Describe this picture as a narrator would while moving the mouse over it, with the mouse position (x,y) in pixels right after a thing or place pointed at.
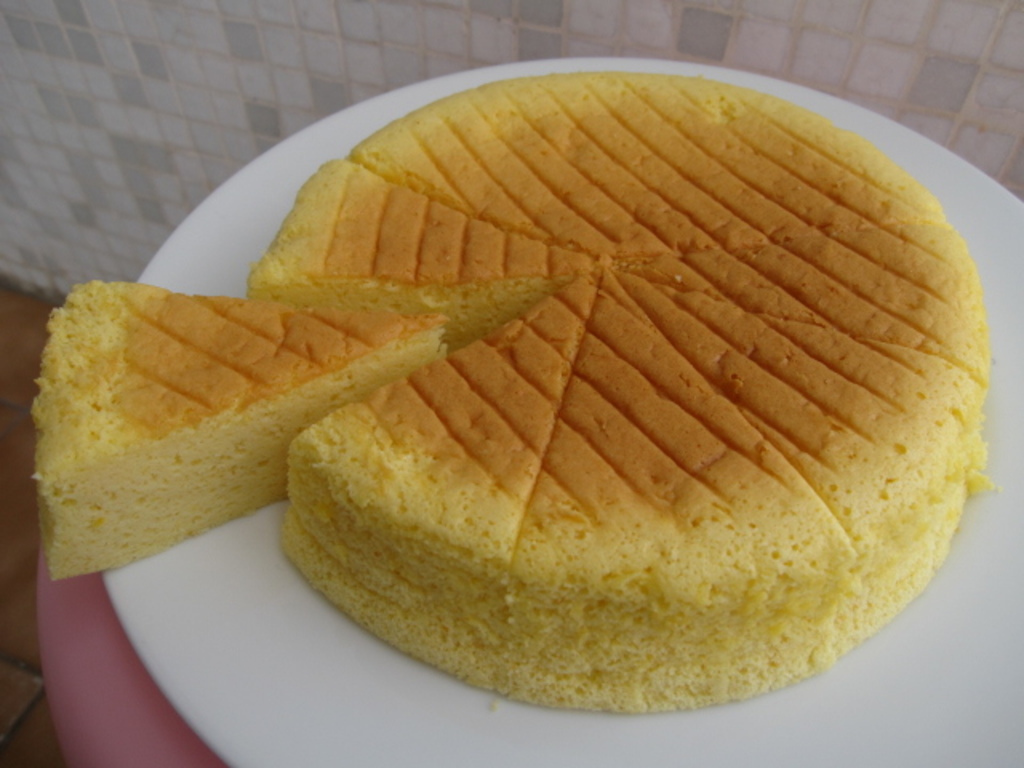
In this image there is a marble wall (73,55) on the backside (70,209). There is a cake (583,417) on the plate (800,86).
